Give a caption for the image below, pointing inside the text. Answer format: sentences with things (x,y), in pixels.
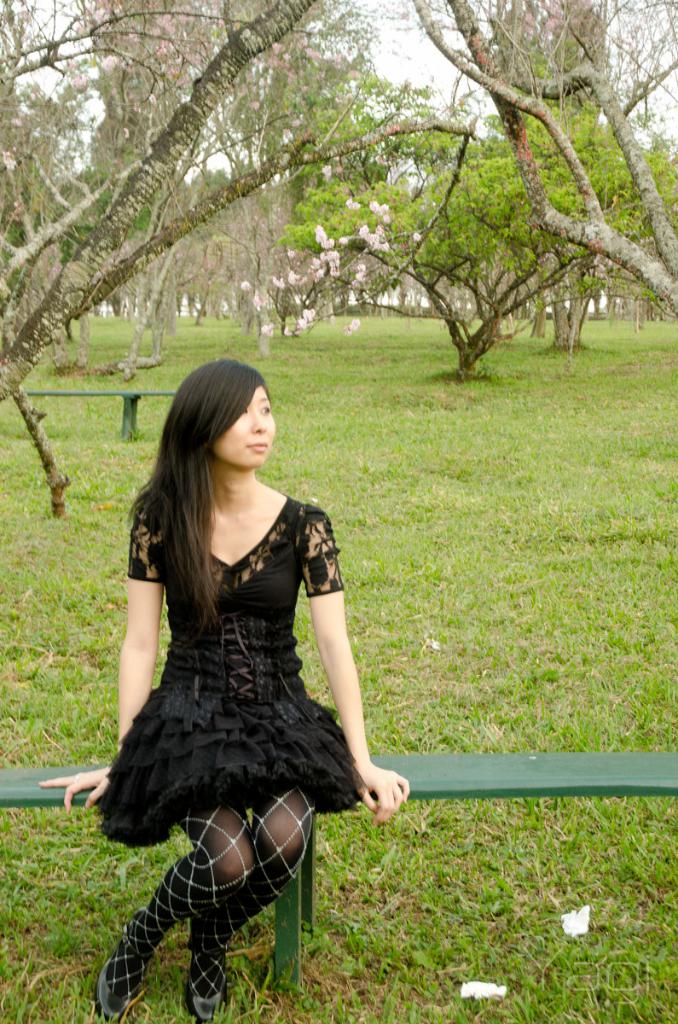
In this picture I can see there is a woman (278,662) sitting on the bench (488,788) and she is wearing a black dress (227,624) and is looking at the right side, there is grass (486,558) on the floor (444,538) and there are few trees (244,163) in the backdrop (391,189) and the sky (43,11) is clear.
